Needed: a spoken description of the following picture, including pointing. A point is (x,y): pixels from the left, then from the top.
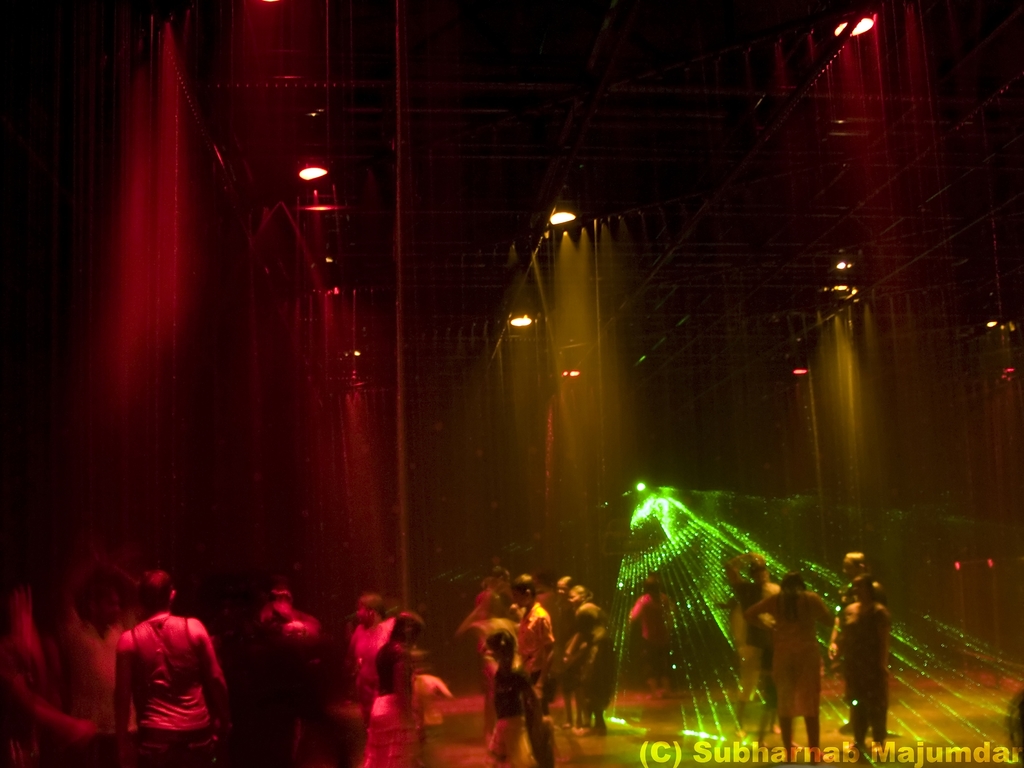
In this image we can see some people (855,570) standing under the shower (524,449). We can also see a roof (379,56) and some lights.
